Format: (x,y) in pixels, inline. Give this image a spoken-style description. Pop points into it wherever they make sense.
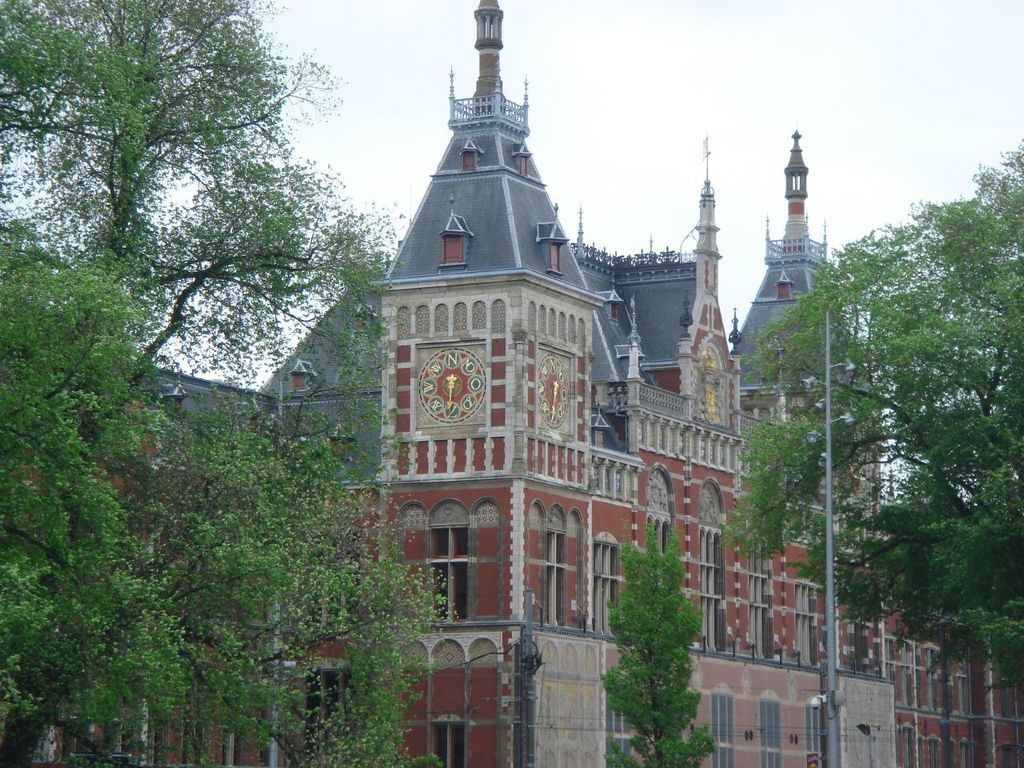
In this picture there is a building (599,541) and there are trees (142,446) on either sides of it and there is a pole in the right corner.
